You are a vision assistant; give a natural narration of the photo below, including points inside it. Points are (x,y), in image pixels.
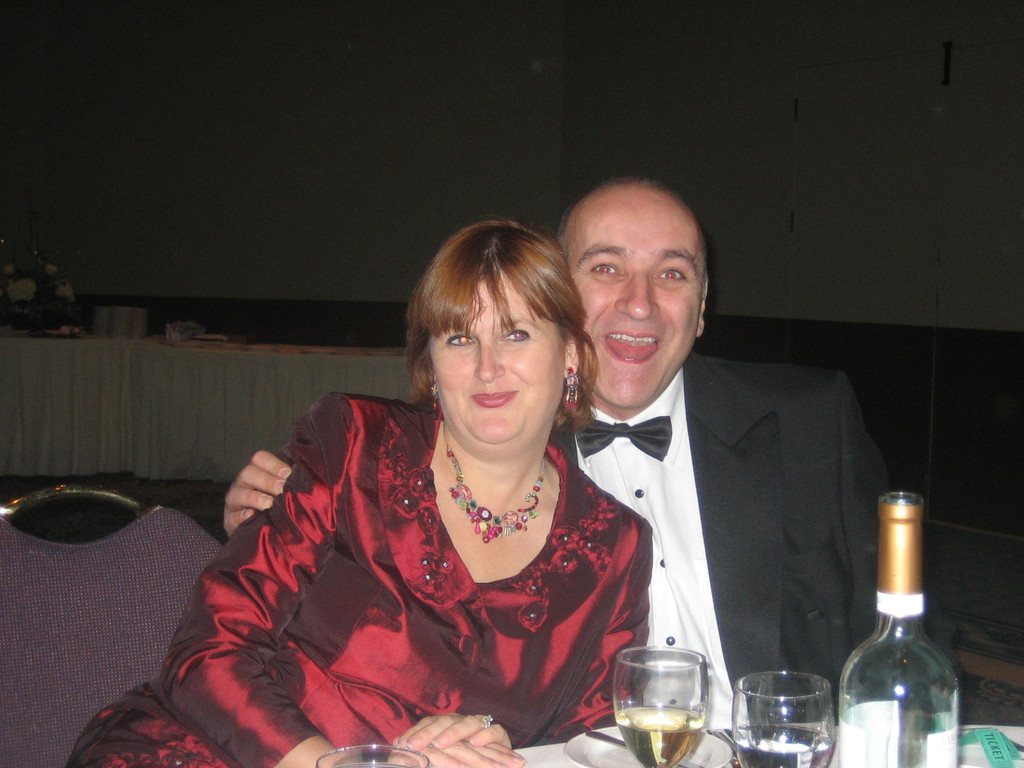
In this image on the right side (701,452) there is one man (672,412) who is sitting and smiling. On the left side (263,694) there is one woman (369,500) who is sitting and smiling. In front of them there is one table (546,763) on that table (533,764) there are three glasses (655,714) one bottle (908,711) and one plate (599,749) is there on the background (497,153) there is a wall (373,133), and on the left side (175,371) there is a table (118,356) on the table (17,375) there is one flower bouquet (40,282).
